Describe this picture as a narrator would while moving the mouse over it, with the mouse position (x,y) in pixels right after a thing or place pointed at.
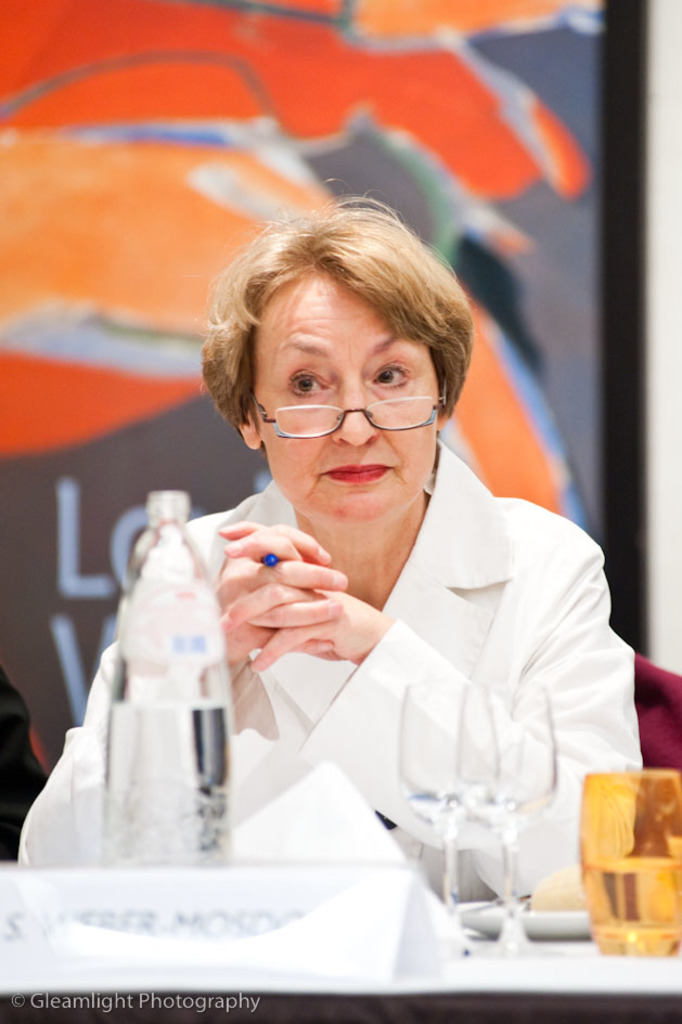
In the image there is a woman (274,458) white jacket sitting in front of table (496,962) with water bottle (196,819) and glasses (484,701) on it and behind her there is a wall (677,188) with painting (129,277) on it.
